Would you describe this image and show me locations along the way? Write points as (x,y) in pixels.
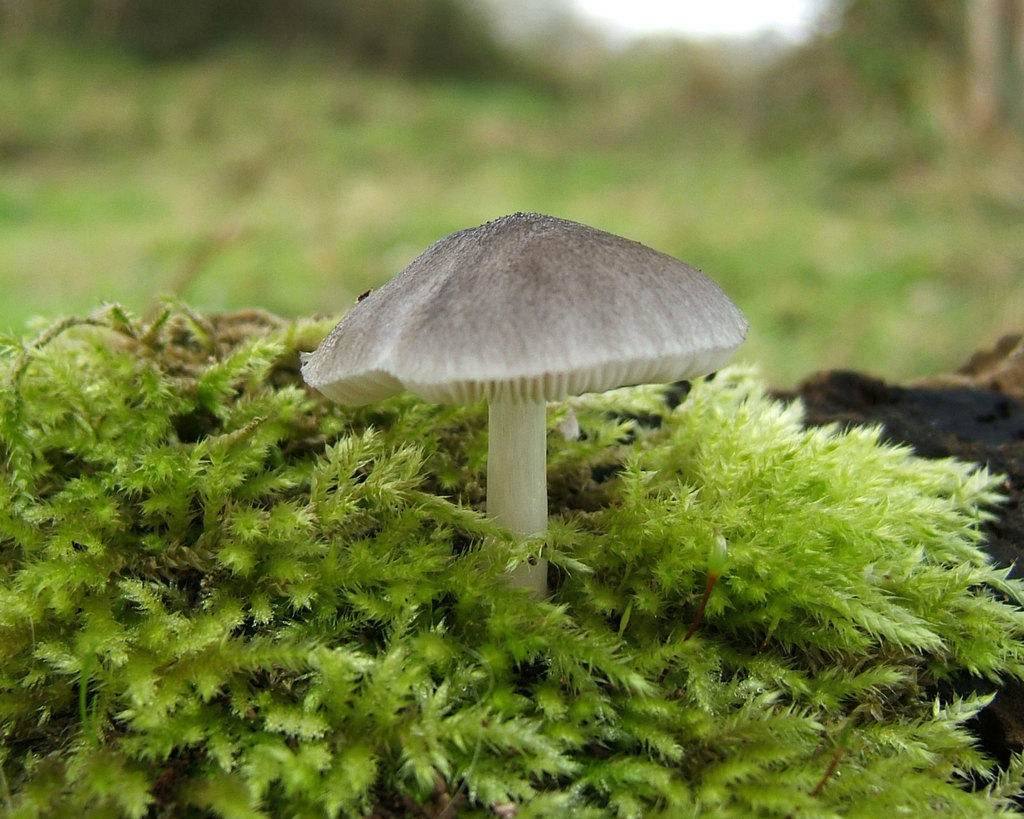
Here we can see plants (520,558) and mushroom (530,282). Background (515,107) it is blur.
